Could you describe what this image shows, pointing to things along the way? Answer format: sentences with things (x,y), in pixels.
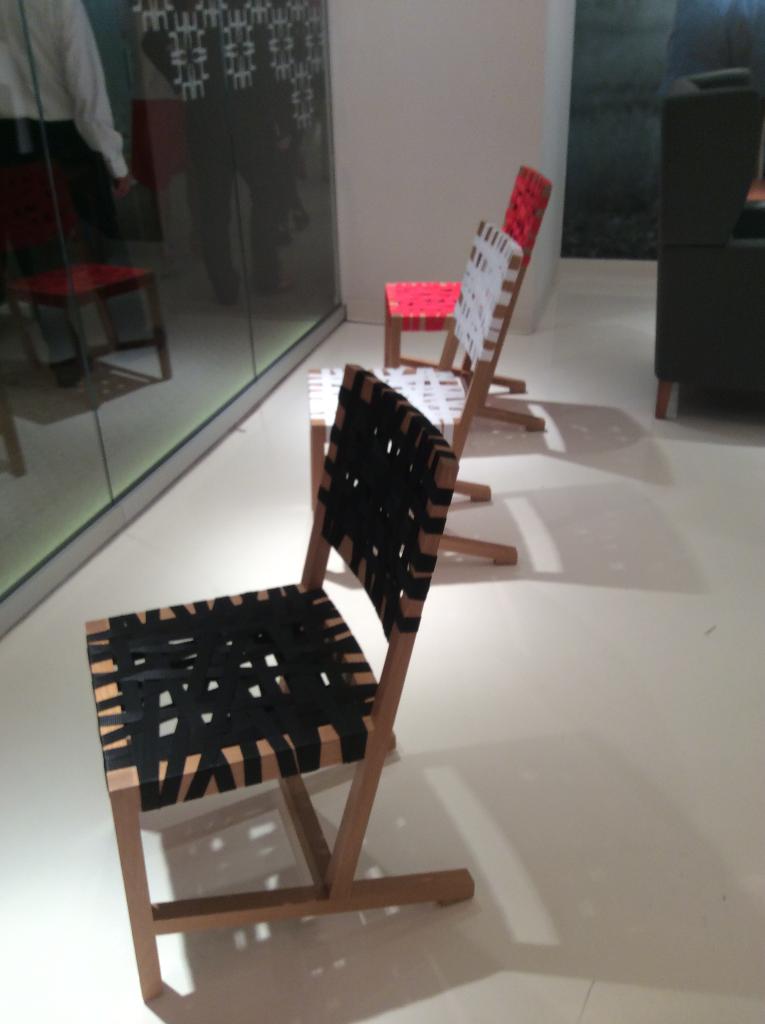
In this image we can see chairs (389,566) on the floor (238,434), wall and on the left side (188,195) we can see reflections (85,182) of few persons (114,195) and chairs (82,294) in the glasses (95,273).
